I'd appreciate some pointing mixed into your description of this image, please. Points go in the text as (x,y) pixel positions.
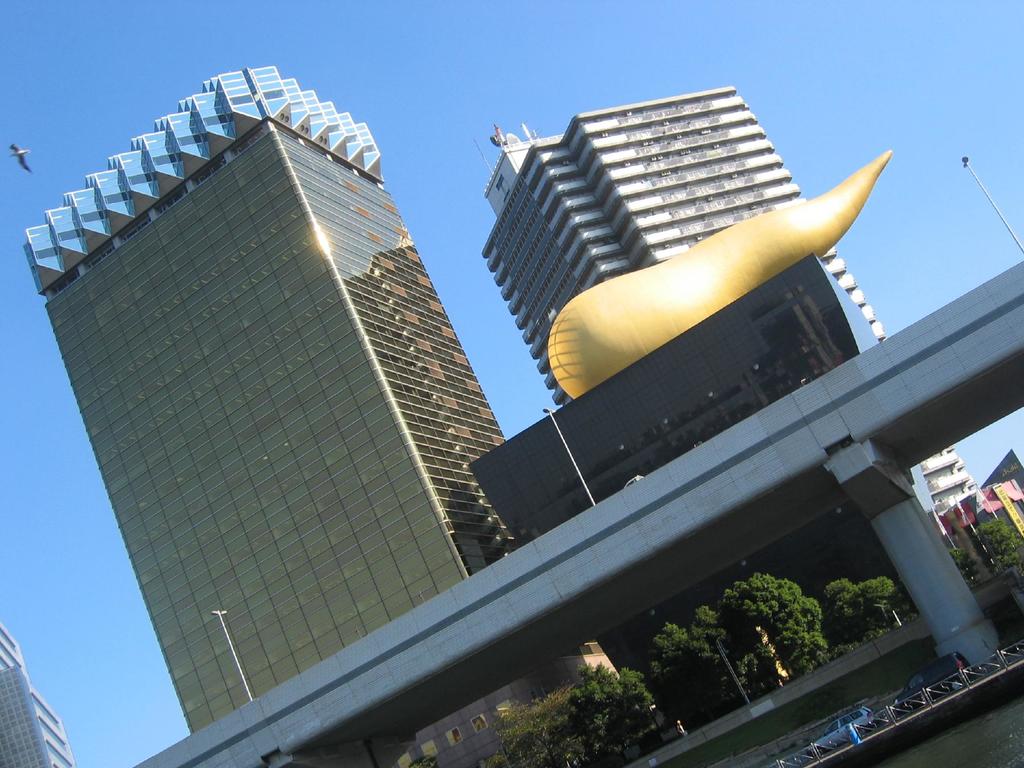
In this image we can see buildings (184,311), bridge (776,519), poles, trees (550,713), vehicles (936,674), fence (965,677) and in the background (942,123) we can see the sky (468,45).
